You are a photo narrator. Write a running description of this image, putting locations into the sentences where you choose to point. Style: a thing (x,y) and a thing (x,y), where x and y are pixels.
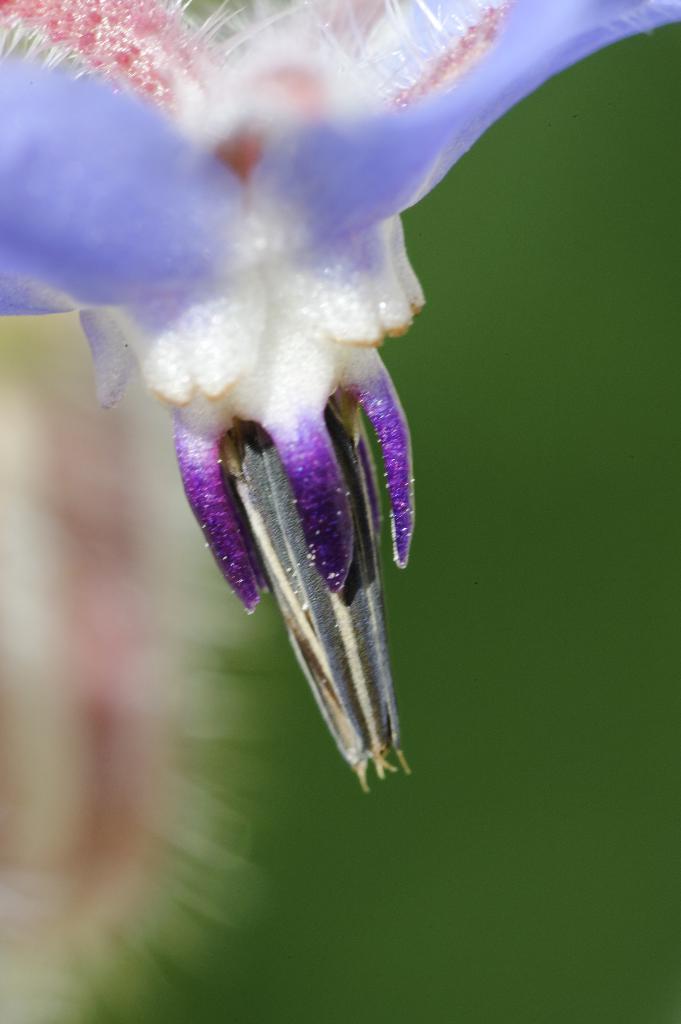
This picture contains a flower (225,517) which is in violet, pink and white color. In the background (401,607), it is green in color and it is blurred.
